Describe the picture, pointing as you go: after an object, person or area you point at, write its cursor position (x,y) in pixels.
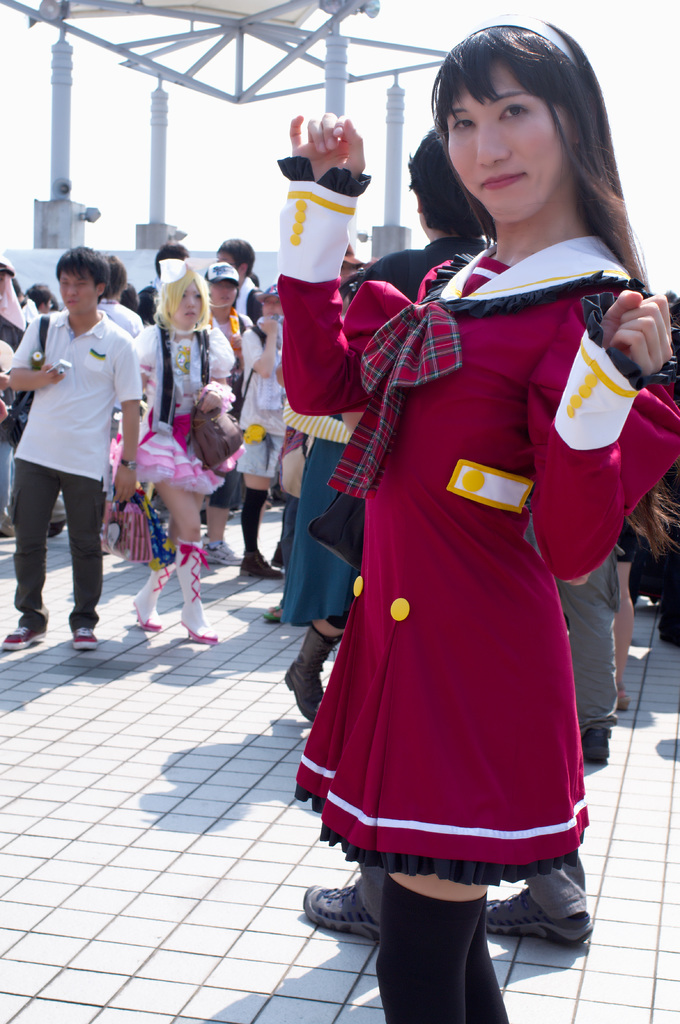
In this image we can see a woman (451,735) standing. On the backside (300,497) we can see a group of people (331,445) standing. We can also see a wall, pillars (159,189), some metal poles (293,51) and the sky (238,190).
